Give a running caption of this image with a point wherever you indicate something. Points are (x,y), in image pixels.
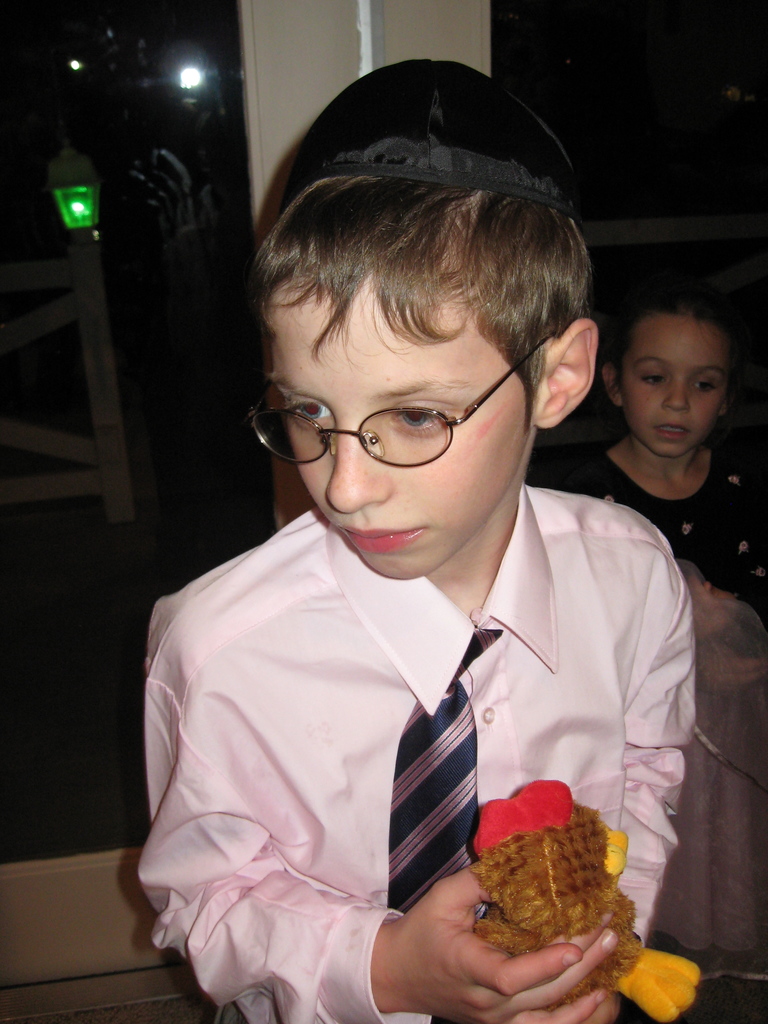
In the middle of this image (360,622), there is a person (357,653) in a pink color shirt (357,653), wearing a spectacle (413,441) and a cap (439,111) and holding a doll (519,796). In the background (672,483), there is a girl (665,357) and there are two glass doors (110,118). Through this glass door (144,136), we can see there are lights (186,74) and a fence (68,455).
